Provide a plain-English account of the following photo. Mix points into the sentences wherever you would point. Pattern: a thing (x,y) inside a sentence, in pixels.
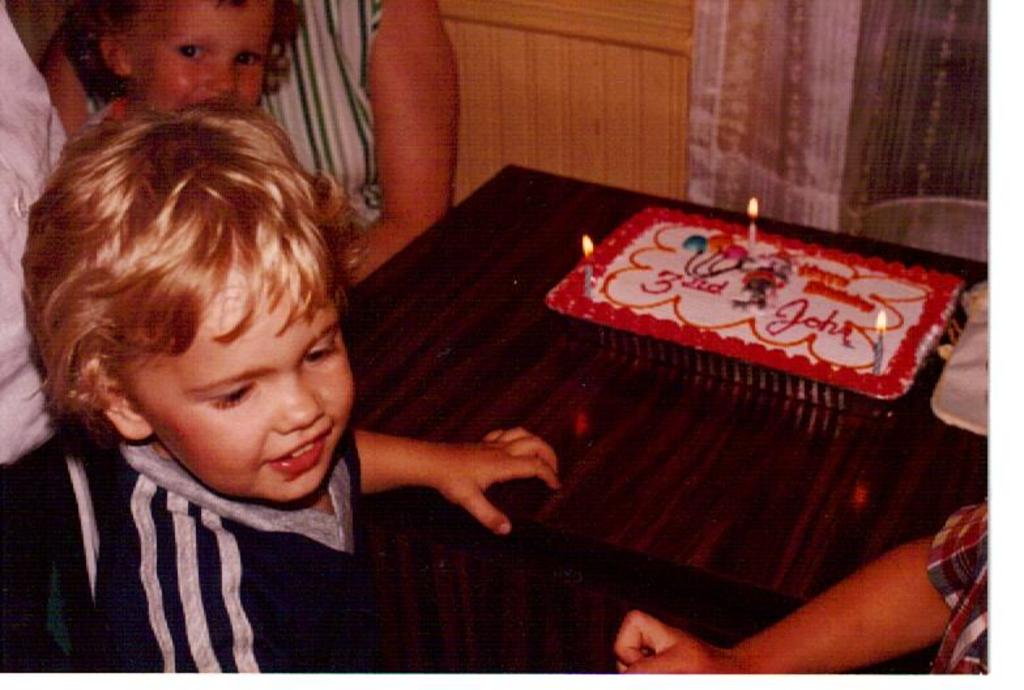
In this picture we can see a kid (142,655). This is table (682,505). On the table (750,439) there is a cake (799,339) and these are the candles (877,355).
